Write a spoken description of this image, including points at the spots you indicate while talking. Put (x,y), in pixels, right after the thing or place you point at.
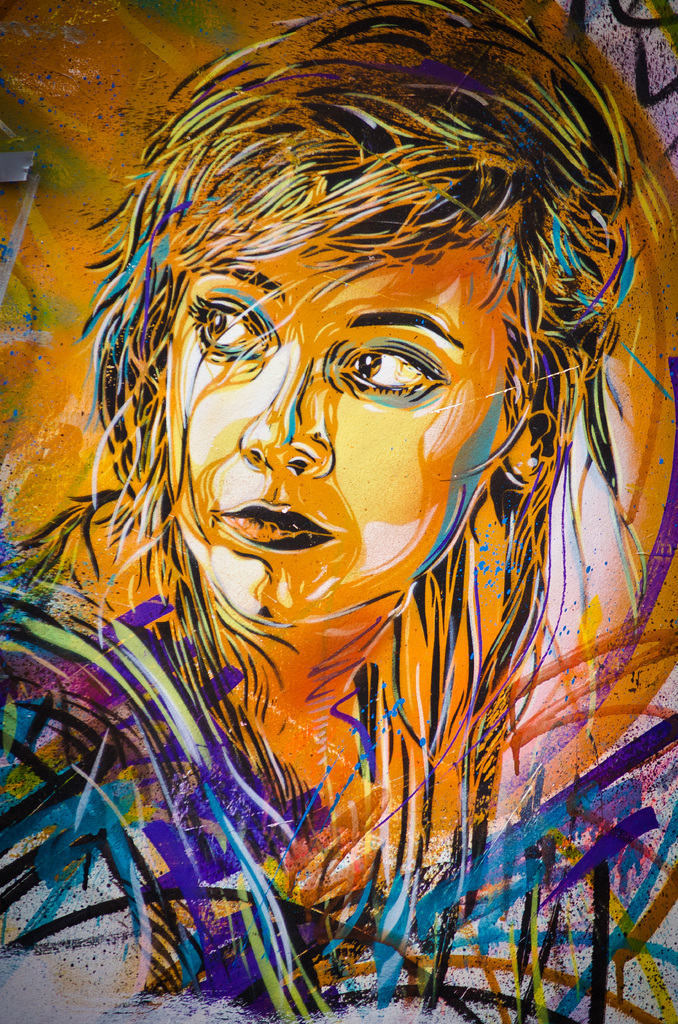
In this image we can see the art (113,754) of a woman (273,764) on the surface (402,719) which is in yellow color and a few more colors.
